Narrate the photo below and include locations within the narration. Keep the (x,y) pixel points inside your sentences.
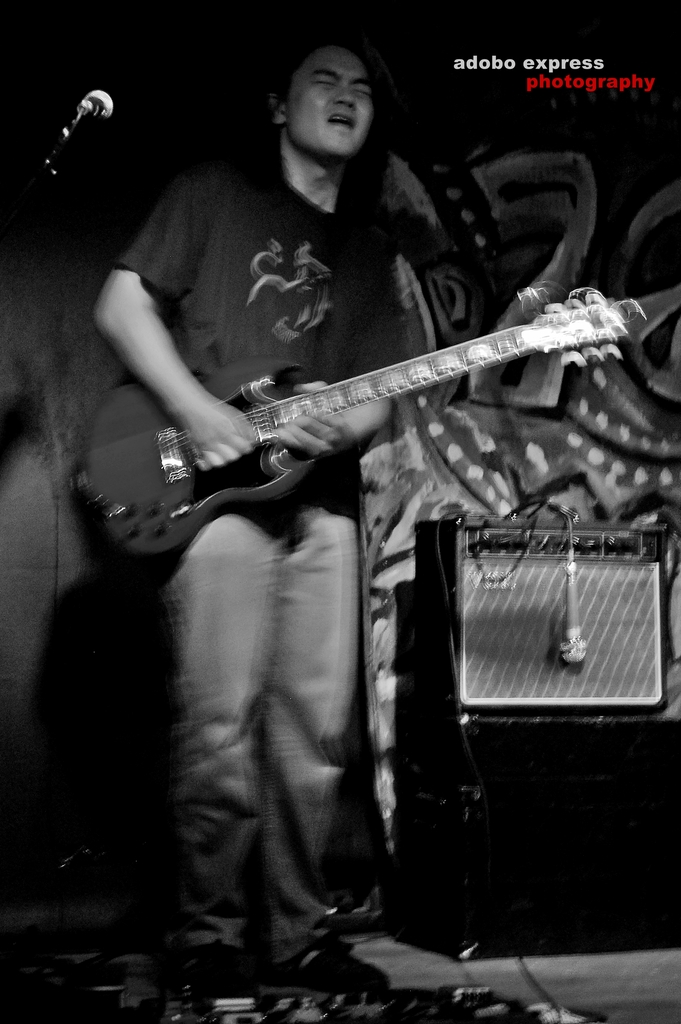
This is of a black and white image. The man (299,392) is standing and playing guitar (351,400). Here is the mike (572,588) hanging. I think this is a speaker (560,684) placed at the right corner of the image (526,786).
